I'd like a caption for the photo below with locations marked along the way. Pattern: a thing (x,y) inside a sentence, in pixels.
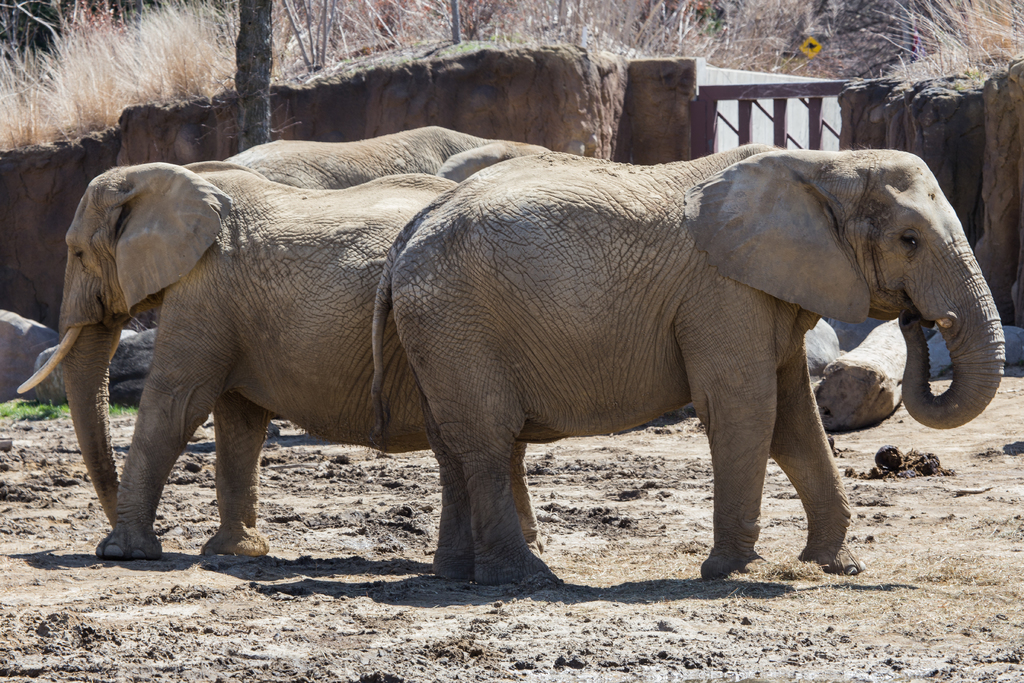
This image is taken outdoors. At the bottom of the image (106,603) there is a ground (701,519). In the background (182,113) there are a few rocks (972,140). There is a gate (810,107). There is grass (138,25) and there are a few plants (808,36) on the ground (326,609). There is a tree (265,7). There are a few stones (63,379) on the ground (988,410). In the middle of the image (462,280) there are a few elephants (276,386).
